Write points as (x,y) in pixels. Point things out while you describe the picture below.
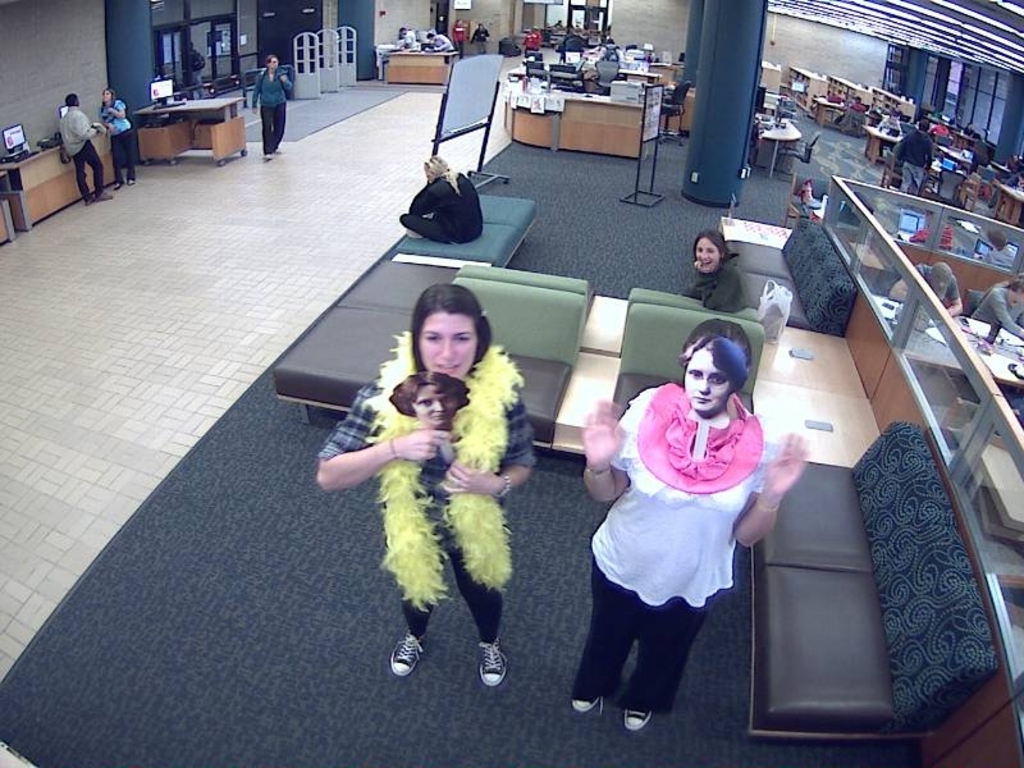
In this image we can see two women (531,441) with the masks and are standing on the carpet (310,583). We can also see the floor (244,162), benches (501,252), tables (168,122), monitors (164,97) and also chairs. We can see some people (953,273) sitting on the chairs (968,294). We can also see the information boards (487,85), pillars (752,11), glass (990,227), windows (956,87) and also the wall (658,35) and doors (183,43). We can also see the people (980,147) in this image.
